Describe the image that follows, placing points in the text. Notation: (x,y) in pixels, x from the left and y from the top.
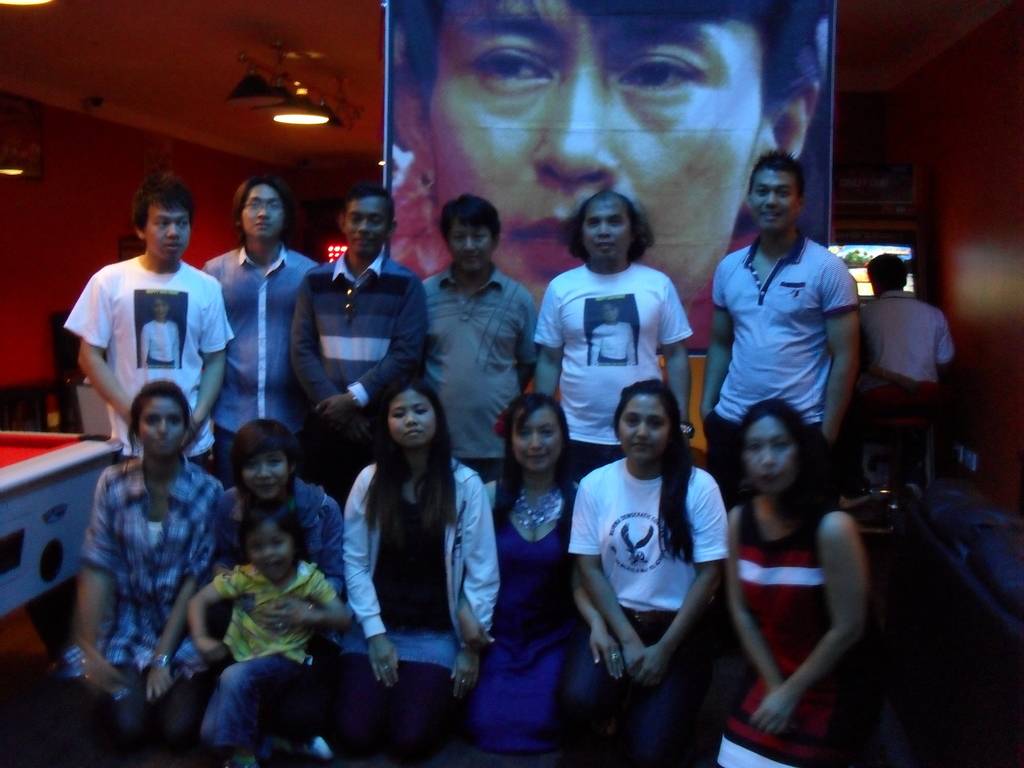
In the center of the image (474,403) we can see some people (767,483) are standing and some of them are sitting on their knees (420,737). In the background of the image (25,438) we can see the wall (998,117), lights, table (16,510), screen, a person (887,325) is sitting on a chair (875,418) and banner (663,241). At the top of the image (284,145) we can see the roof (325,71) and lights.
